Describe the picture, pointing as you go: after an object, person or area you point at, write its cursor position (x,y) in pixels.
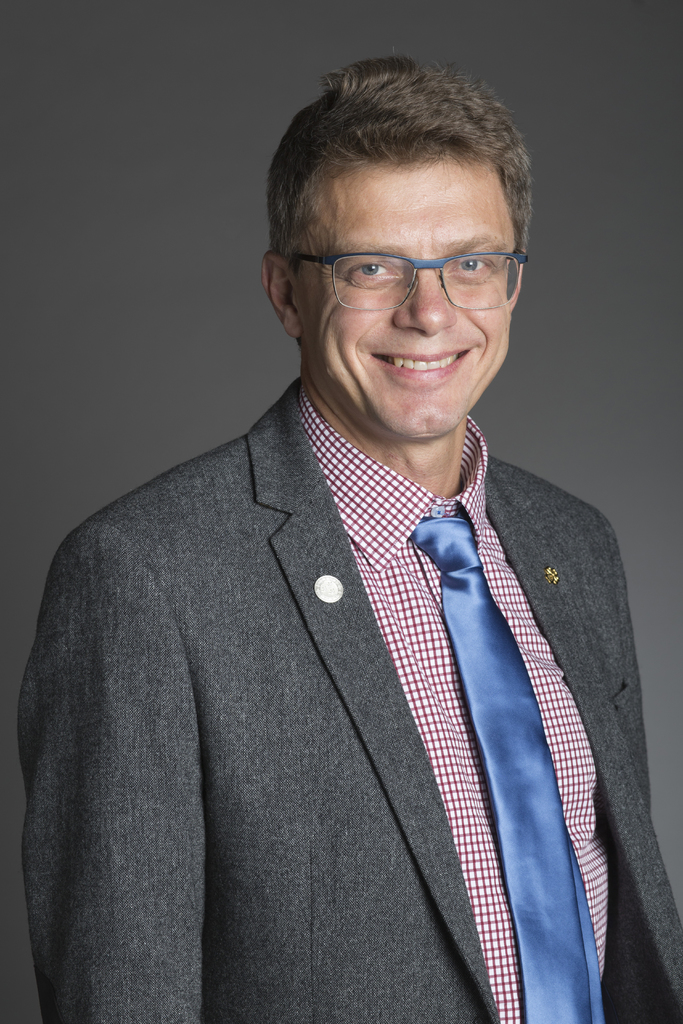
Here I can see a man (291,719) wearing suit (280,698), shirt (423,633), tie (450,614), smiling and giving pose for the picture.
